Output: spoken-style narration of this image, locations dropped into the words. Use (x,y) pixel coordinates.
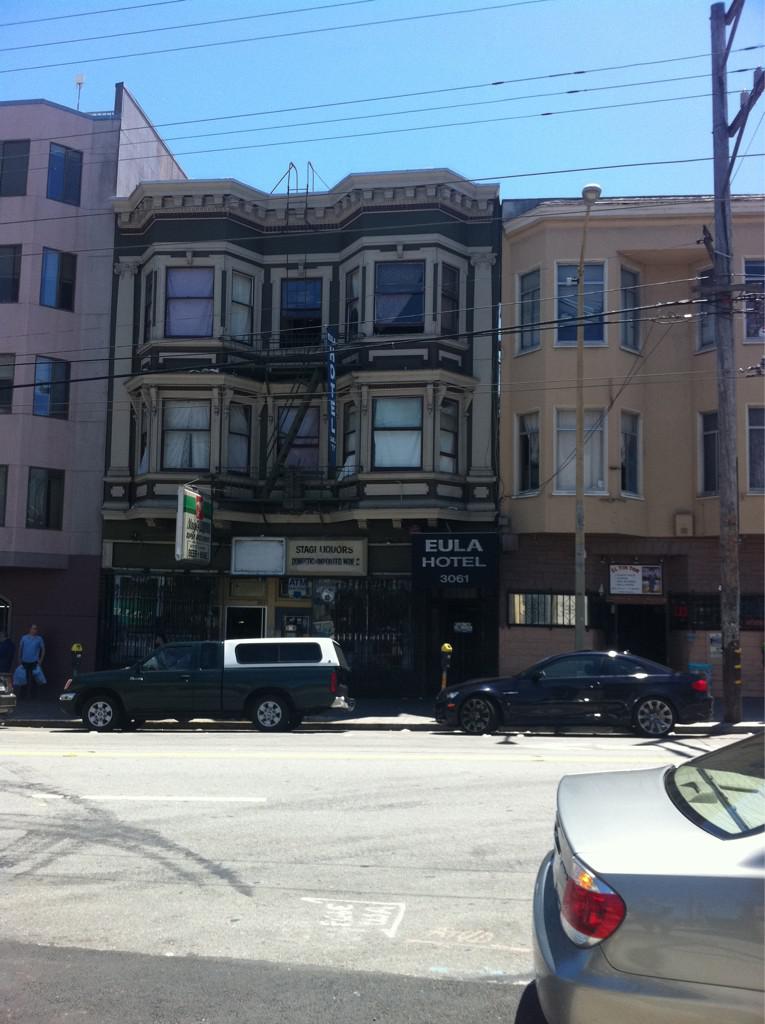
On the right side (611,788), there is a vehicle (611,833) on the road (509,1016). In the background (603,671), there are vehicles (604,671) on the road (478,966), there is a pole (721,246) which is having electric lines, there are buildings (43,398) which are having glass windows (422,272) and there is blue sky (429,62).
